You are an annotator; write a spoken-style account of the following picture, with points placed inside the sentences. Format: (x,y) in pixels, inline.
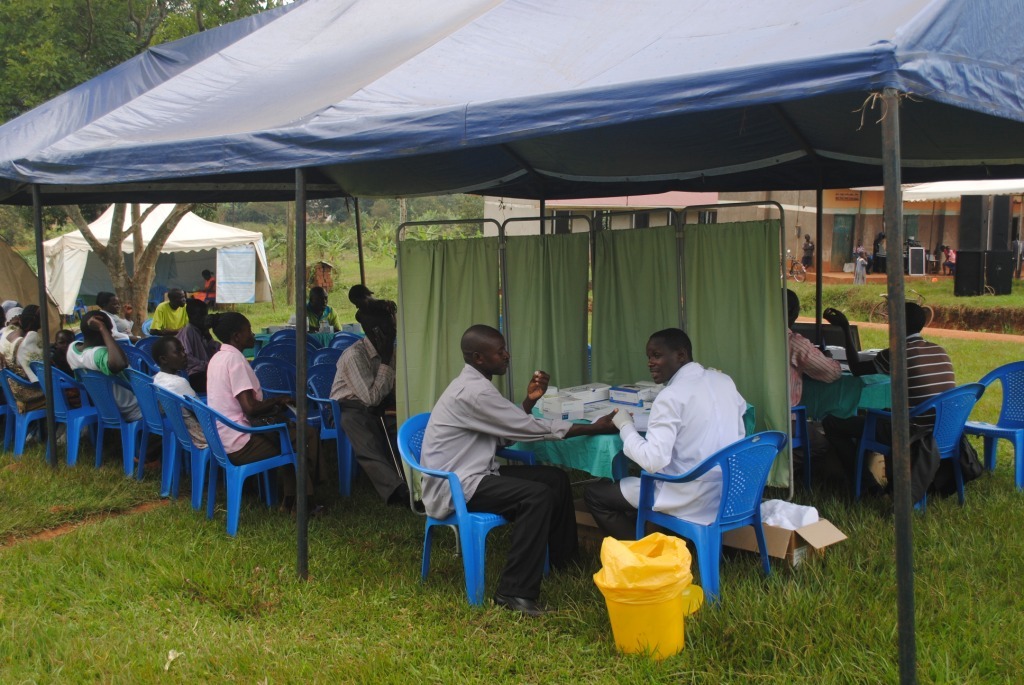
In this image we have 2 persons (493,476) sitting in the chair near the table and in the table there are some boxes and some group of people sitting in the chair (299,333) at the left side (313,299) and some group of people (833,367) sitting in the chair (1002,371) at the right side (824,378) and at the back ground (186,227) we have tent (232,124), trees (181,215), building (945,234), speakers (970,296) and some plants (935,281).
